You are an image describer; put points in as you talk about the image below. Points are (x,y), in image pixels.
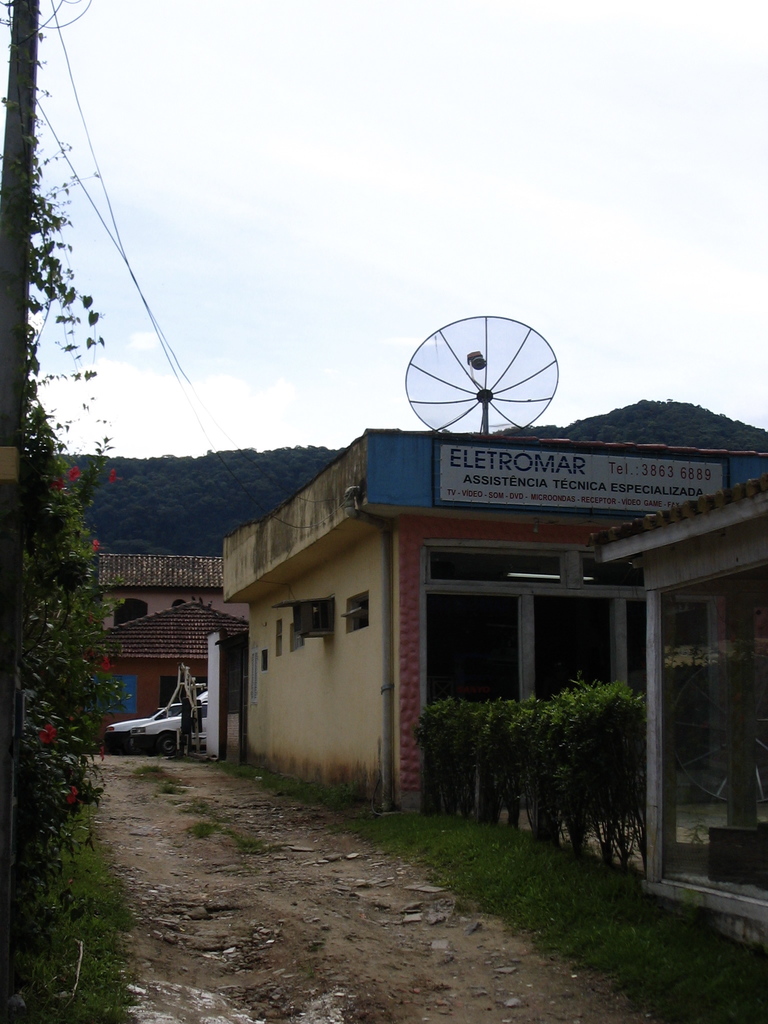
In this image we can see the pathway (547,1011), grass (577,892), plants (30,562), houses (427,692), vehicles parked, trees (168,531), wires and the sky (469,276) in the background (469,276).
